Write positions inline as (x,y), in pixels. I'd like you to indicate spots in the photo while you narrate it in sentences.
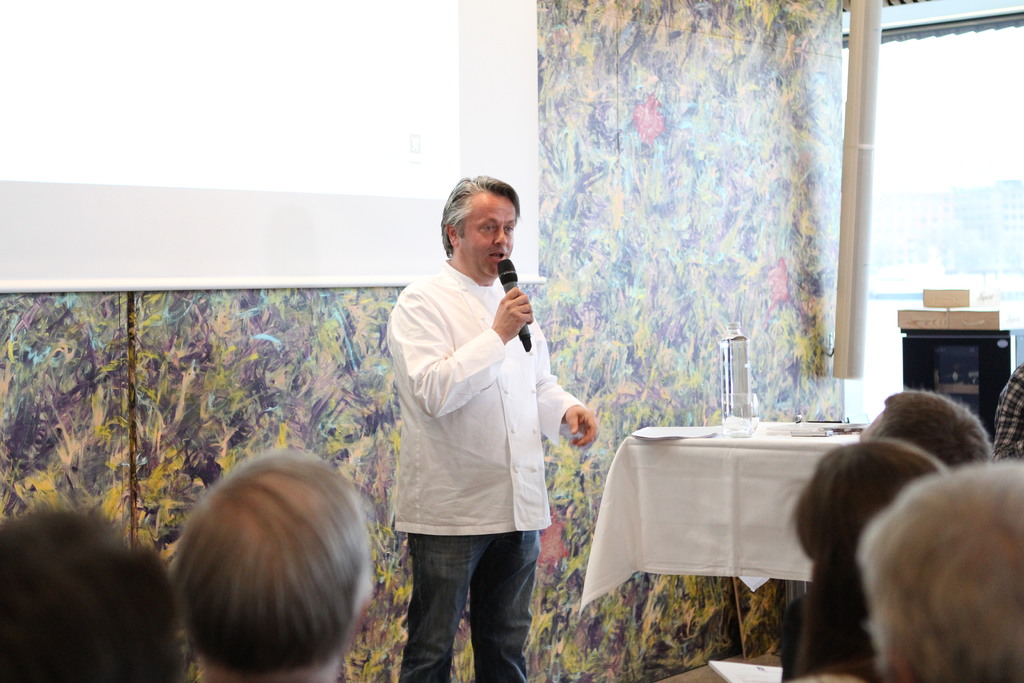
In this image, we can see a person (467,460) is holding a microphone (503,271) and talking. He is standing. Background (256,144) there is a wall (360,325), screen (230,182). Here we can see table (725,471) covered with cloth (699,445), few objects (741,431) are placed on it. On the right side (954,237), there is a glass window (897,202), speakers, some objects (937,300). At the bottom of the image (992,644), we can see human heads (930,676).
